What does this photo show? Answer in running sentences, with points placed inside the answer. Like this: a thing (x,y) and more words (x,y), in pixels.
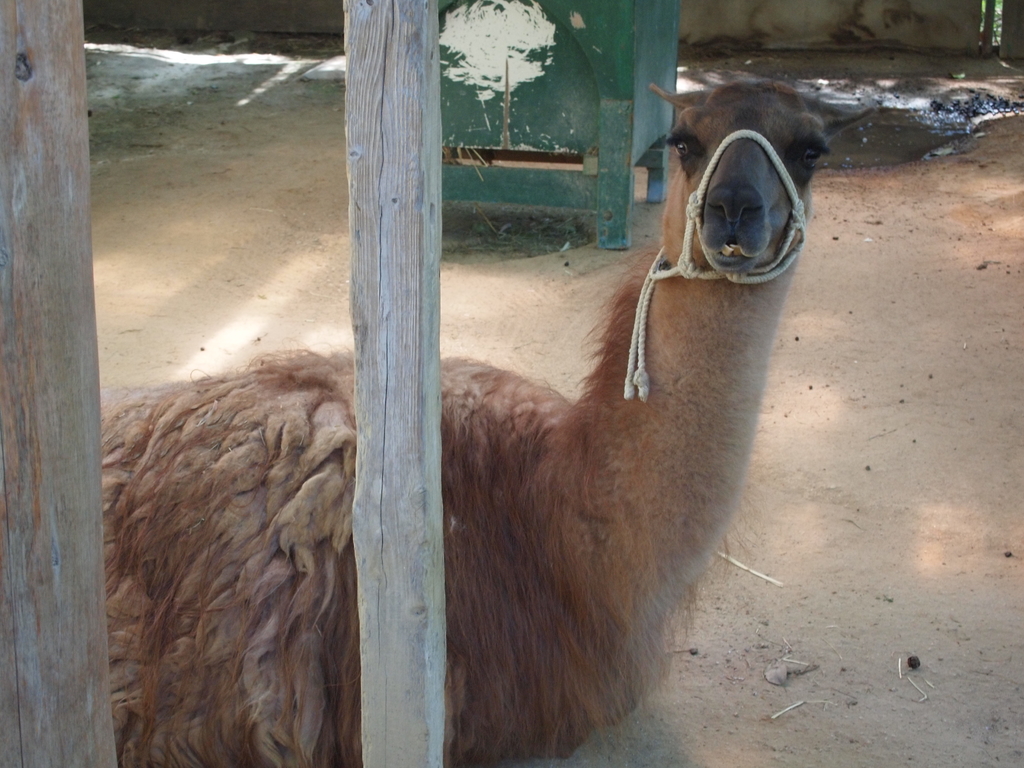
In this image we can see a llama (610,481) sitting on the ground (162,162), in front of it there are two wooden sticks (75,226), and behind the llama (679,583) we can see an objects (514,93).
